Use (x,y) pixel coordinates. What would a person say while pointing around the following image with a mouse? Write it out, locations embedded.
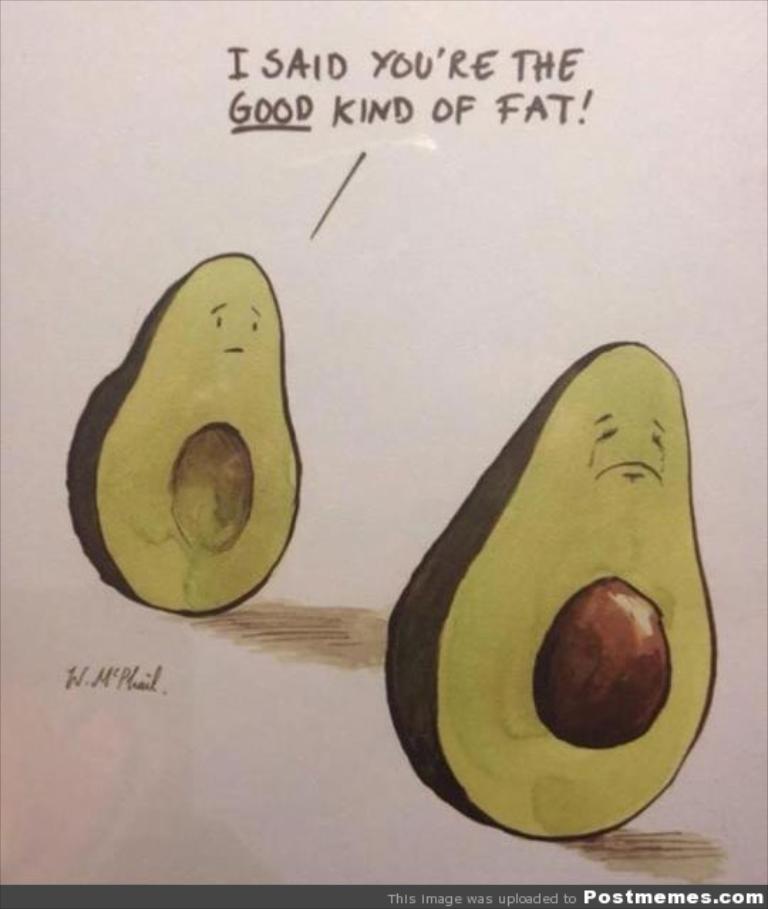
In this image, It looks like a painting (134,501). I can see two pieces of avocado (191,424). These are the letters (278,128) and signature (150,671) on the painting (398,428). At the bottom of the image (362,907), I can see the watermark (515,895).
